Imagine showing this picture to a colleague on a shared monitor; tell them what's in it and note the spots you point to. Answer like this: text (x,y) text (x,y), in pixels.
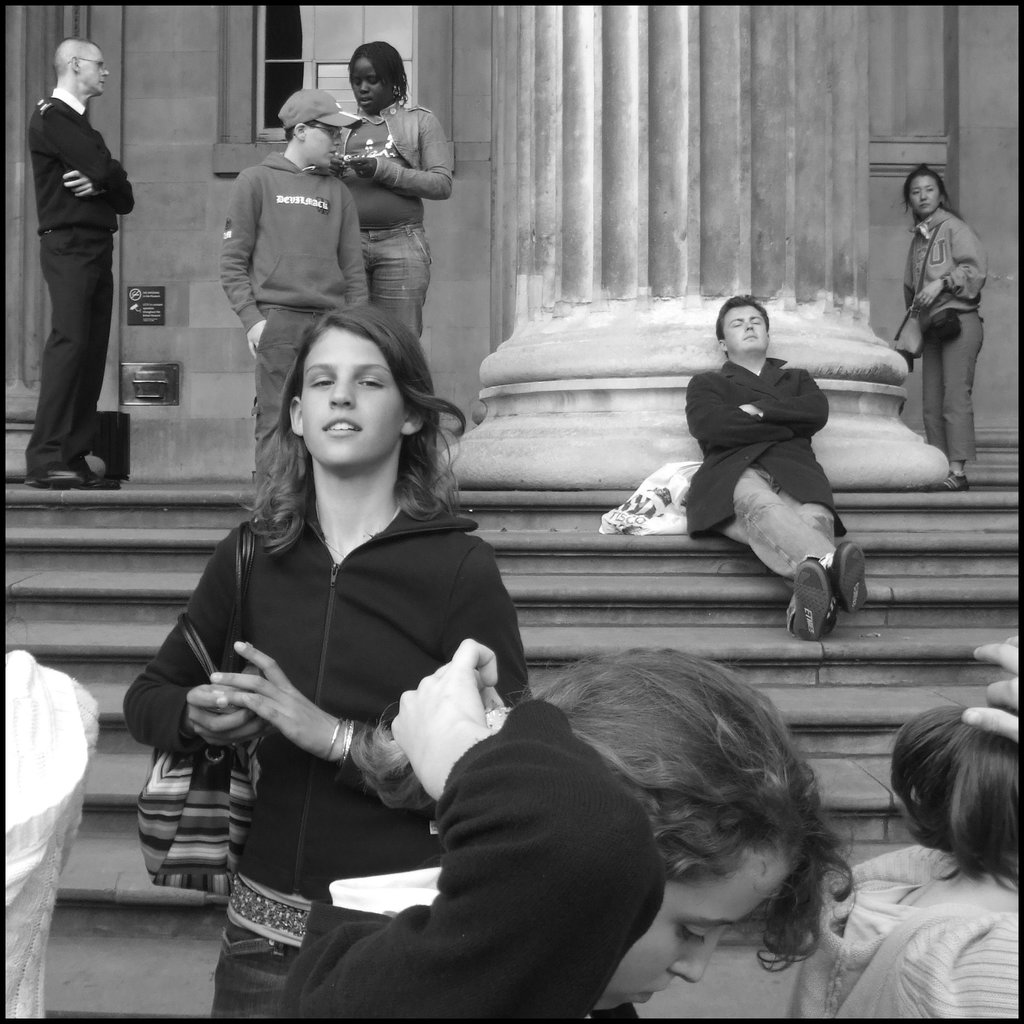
In this picture we can see some people (249,253) standing here, there is a person (752,507) sitting on a stair (707,552) here, this girl (391,670) is carrying a bag (218,756), in the background (196,431) there is a wall (161,81), we can see a pillar (733,125) here, this man (297,226) wore a cap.
